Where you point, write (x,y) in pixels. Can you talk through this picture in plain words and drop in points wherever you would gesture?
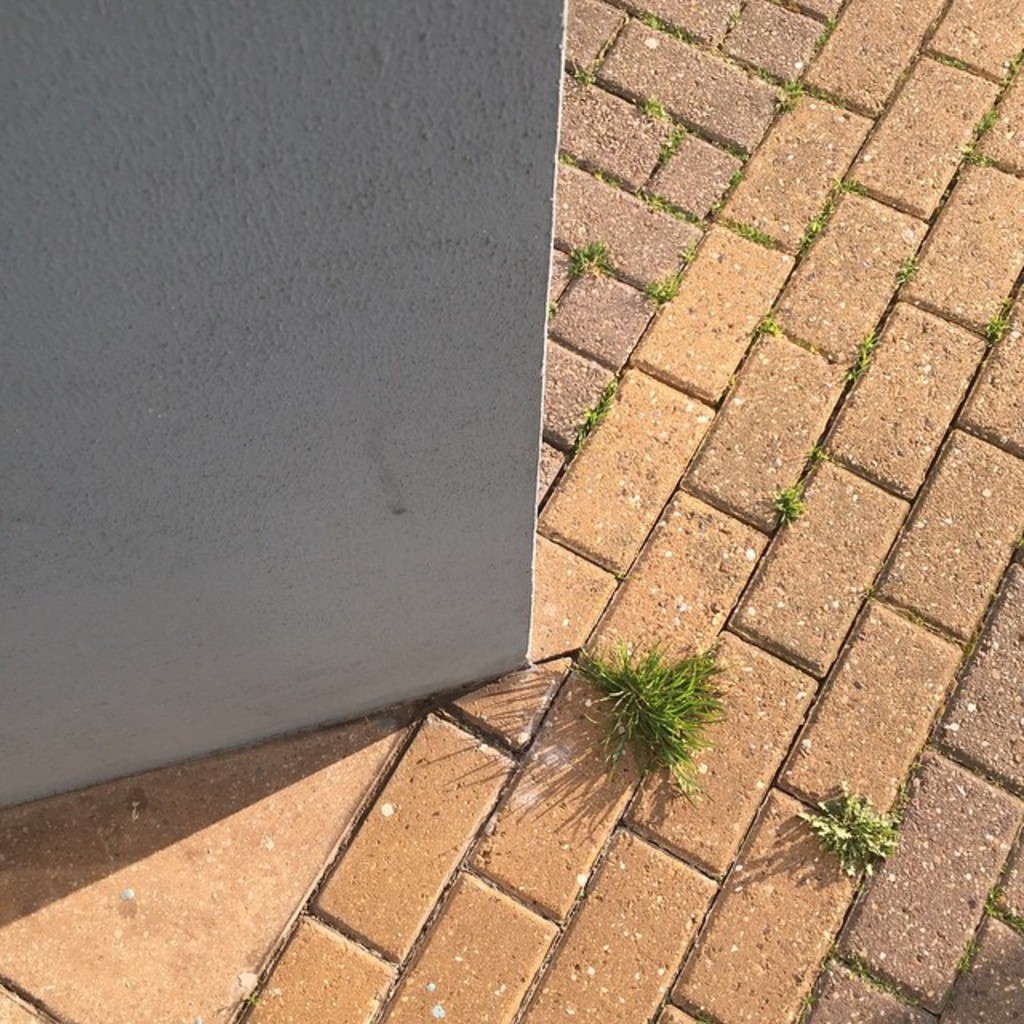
In this picture we can see some grass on the path (603,828). There is a wall (189,701) visible in the background (245,683).
